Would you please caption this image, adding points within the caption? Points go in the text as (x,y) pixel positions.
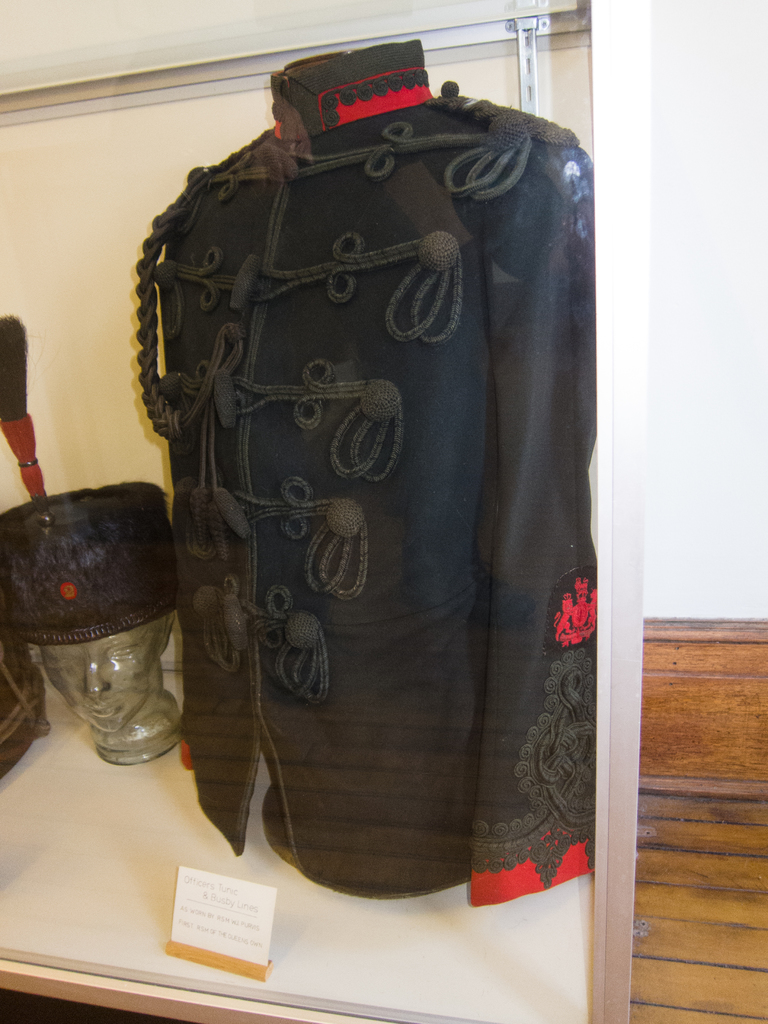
In this image in the center (394,458) there is one box (123,188), in that box (299,660) there is one coat (343,646) and beside the coat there is one statue (108,657). On the statue (130,667) there is one hat (139,616) and at the bottom (184,911) there is an information board (193,934), on the right side (688,823) there is a wooden floor (684,829) and wall (676,370).
